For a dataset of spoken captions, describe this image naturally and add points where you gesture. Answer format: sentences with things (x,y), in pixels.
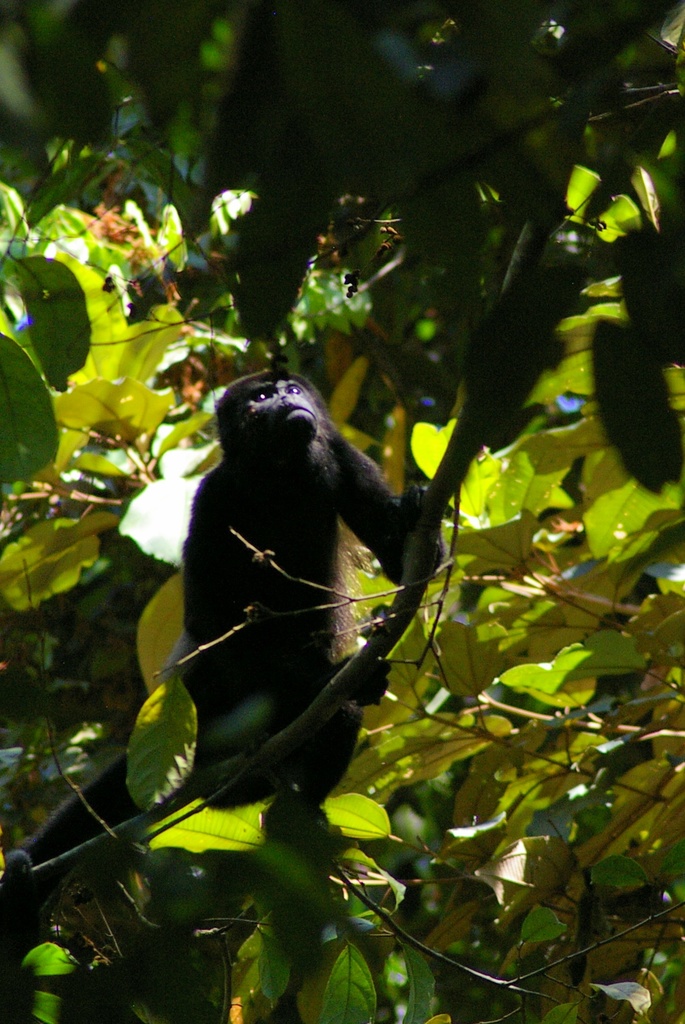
In this picture we can see a monkey (386,511) on a branch (453,456) of a tree (212,399). We can see many leaves (52,558) on this tree (677,877).
